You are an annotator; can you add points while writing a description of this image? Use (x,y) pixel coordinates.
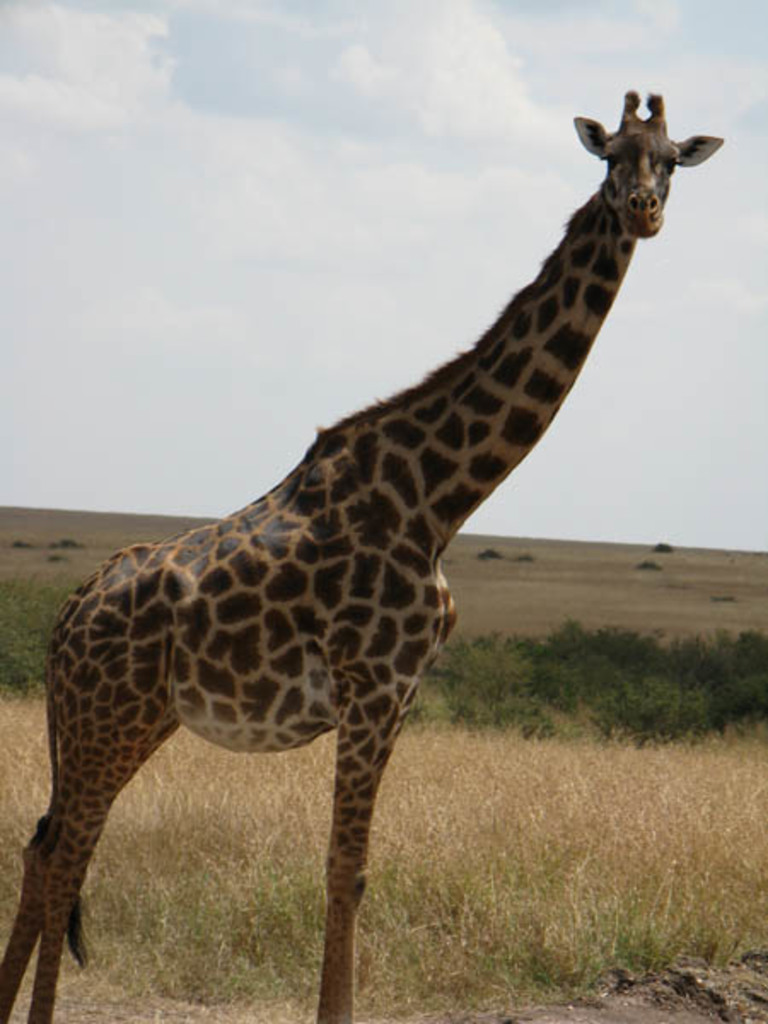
In this picture there is a giraffe (469,464) in the center of the image (411,436) and there is greenery (495,712) in the background area of the image (13,588).
